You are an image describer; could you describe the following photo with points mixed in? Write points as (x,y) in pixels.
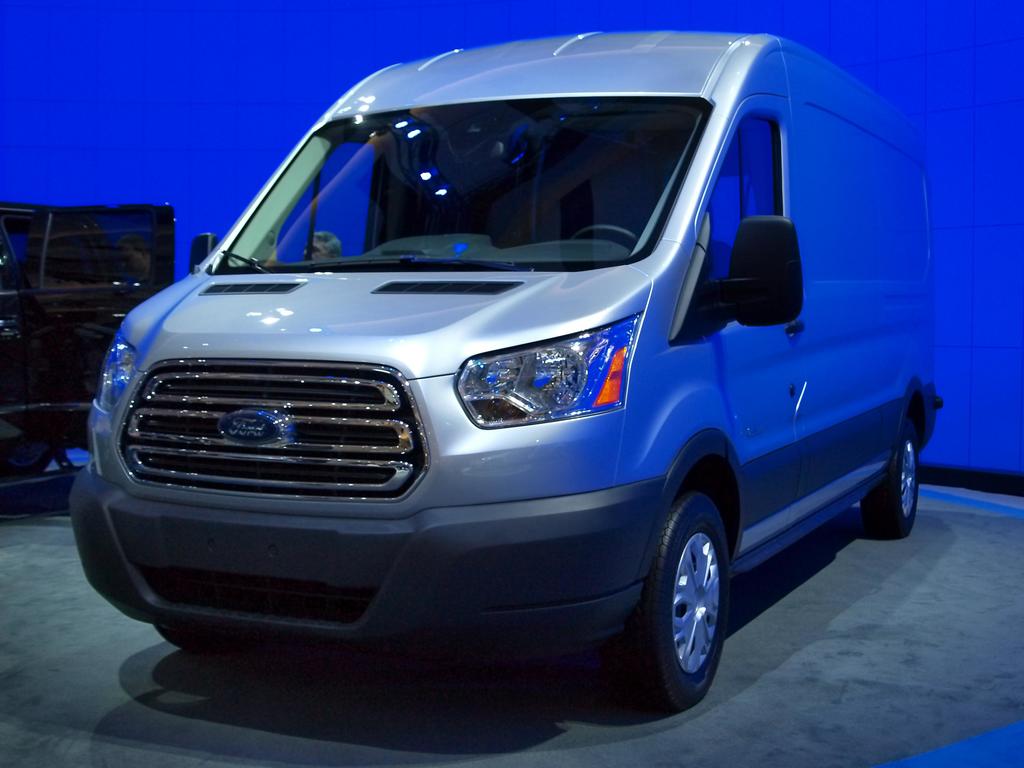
In this image we can see two vehicles (186,372) and there are two person (322,255) standing and the background (825,34) is blue in color.
